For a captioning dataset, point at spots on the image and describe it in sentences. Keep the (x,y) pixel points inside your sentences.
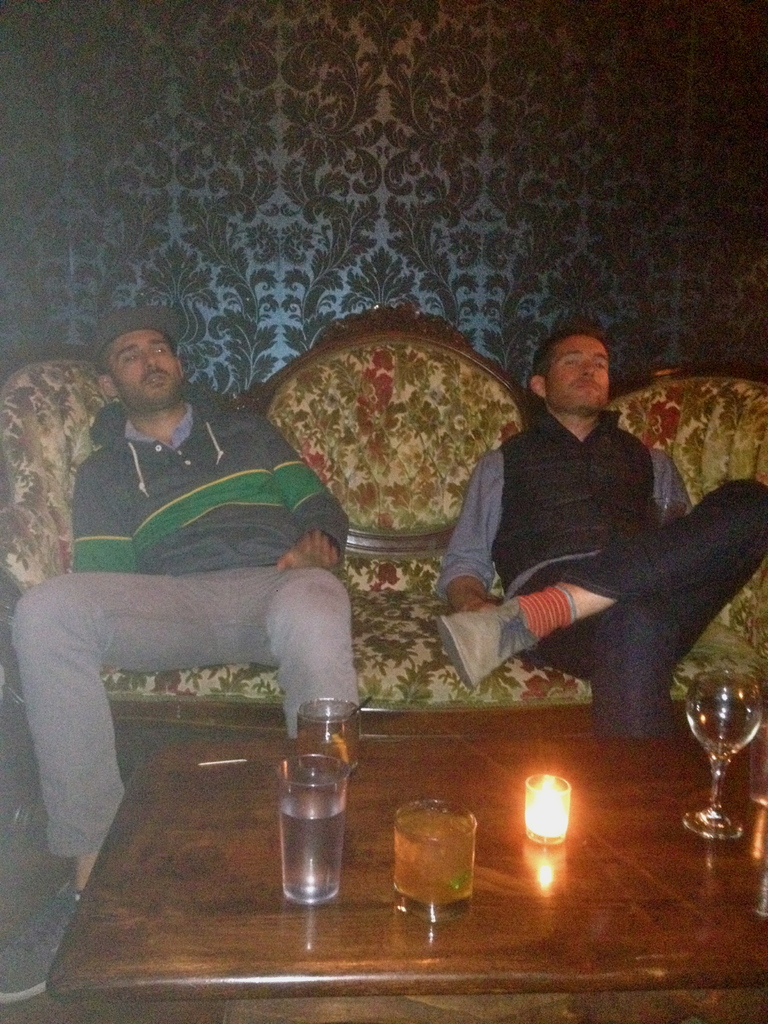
In this picture I can see there are two men (264,534) sitting on the couch (64,526) and there is a table (393,811) in front of them with glasses (288,827) and a candle (535,791).
